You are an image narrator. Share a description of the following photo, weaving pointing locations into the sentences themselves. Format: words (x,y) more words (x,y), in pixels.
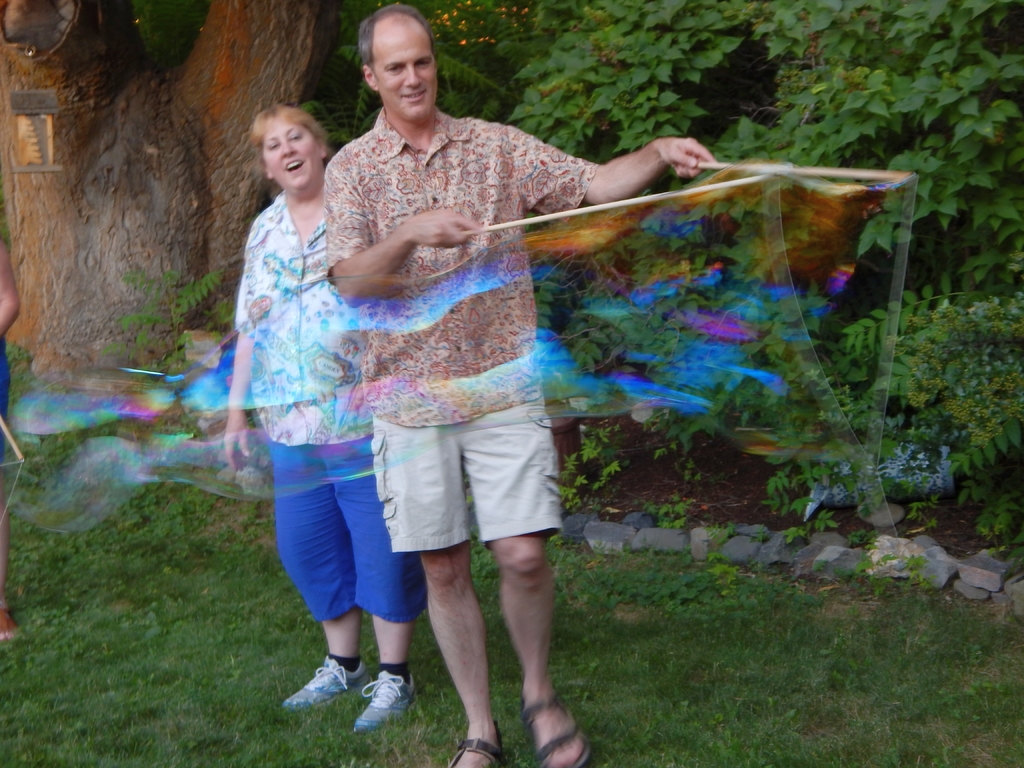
In this picture we can see a man (382,333) and a woman (328,321) standing, this man (497,311) is holding sticks (703,188), in the background (717,156) we can see trees (659,54), at the bottom (590,641) there is grass (599,647), we can see a bubble (667,287) here.
